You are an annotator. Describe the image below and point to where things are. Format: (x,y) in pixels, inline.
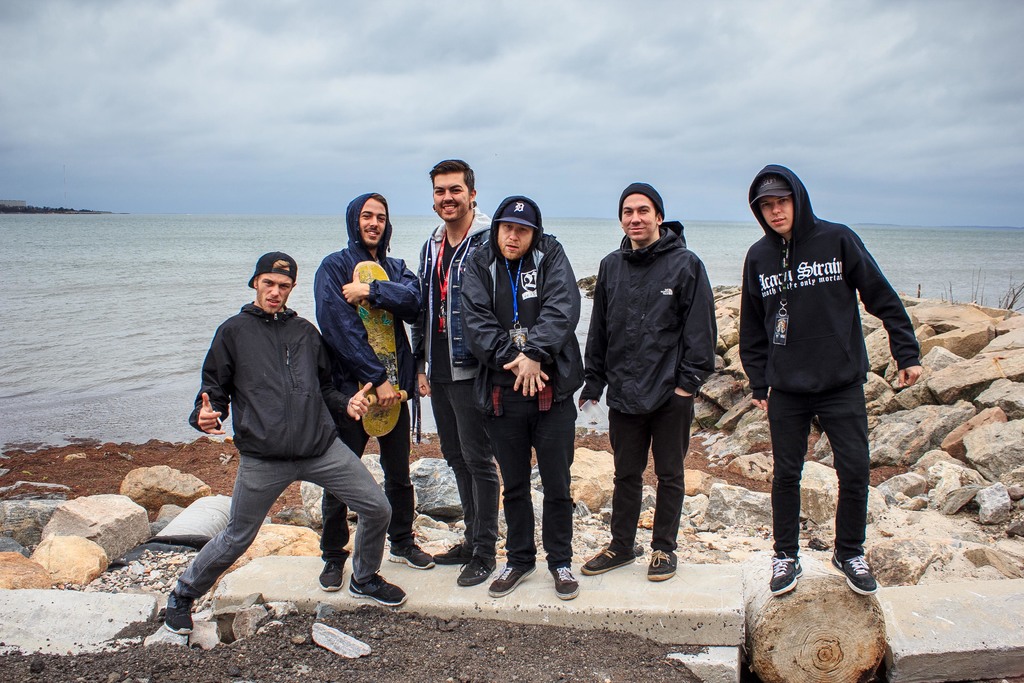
In this image, we can see some people (506,367) standing, we can see some rocks (956,418) and stones (811,491) on the ground (752,523), in the background (221,241), there is a sea (74,289), at the top (431,71) we can see the sky (506,67).
